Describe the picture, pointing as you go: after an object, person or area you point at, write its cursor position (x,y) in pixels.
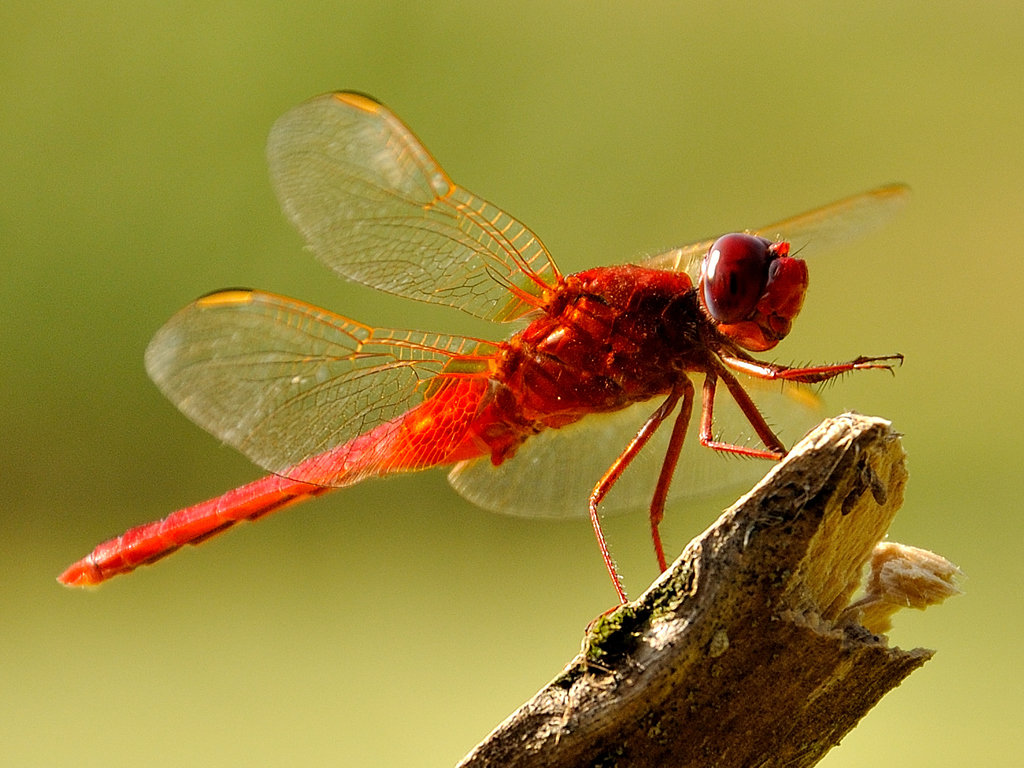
In this image there is a dragon fly (377,403) on a wooden stick (840,574), and there is blurry background (122,475).
